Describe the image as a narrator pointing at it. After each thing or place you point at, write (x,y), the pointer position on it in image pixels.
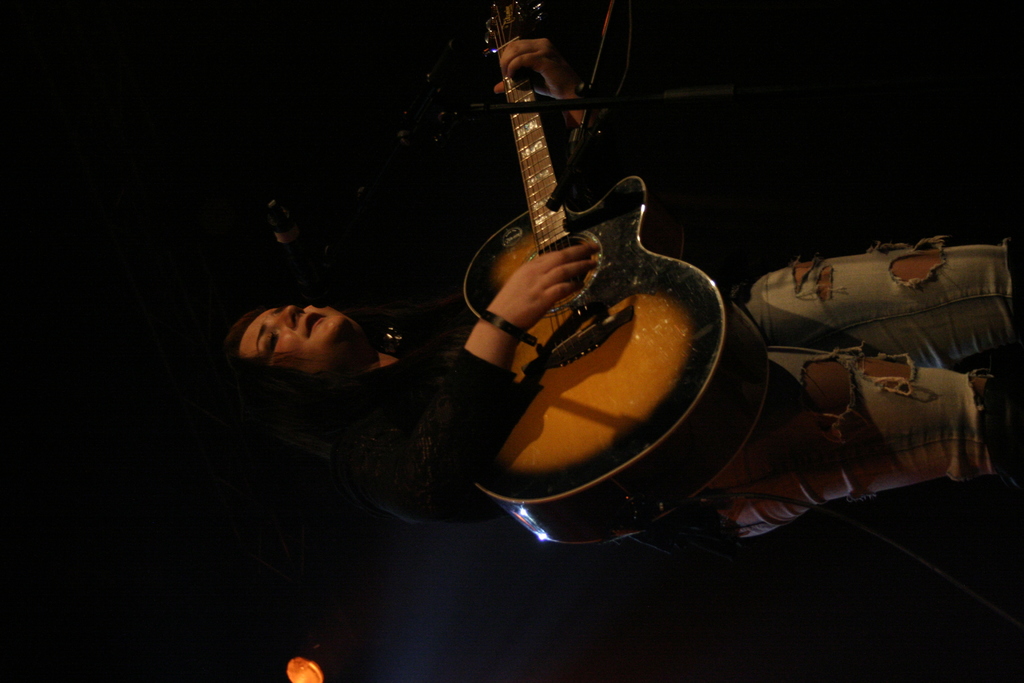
As we can see in the image there is a woman (339,439) wearing black color shirt (398,451) and holding guitar (596,314).
